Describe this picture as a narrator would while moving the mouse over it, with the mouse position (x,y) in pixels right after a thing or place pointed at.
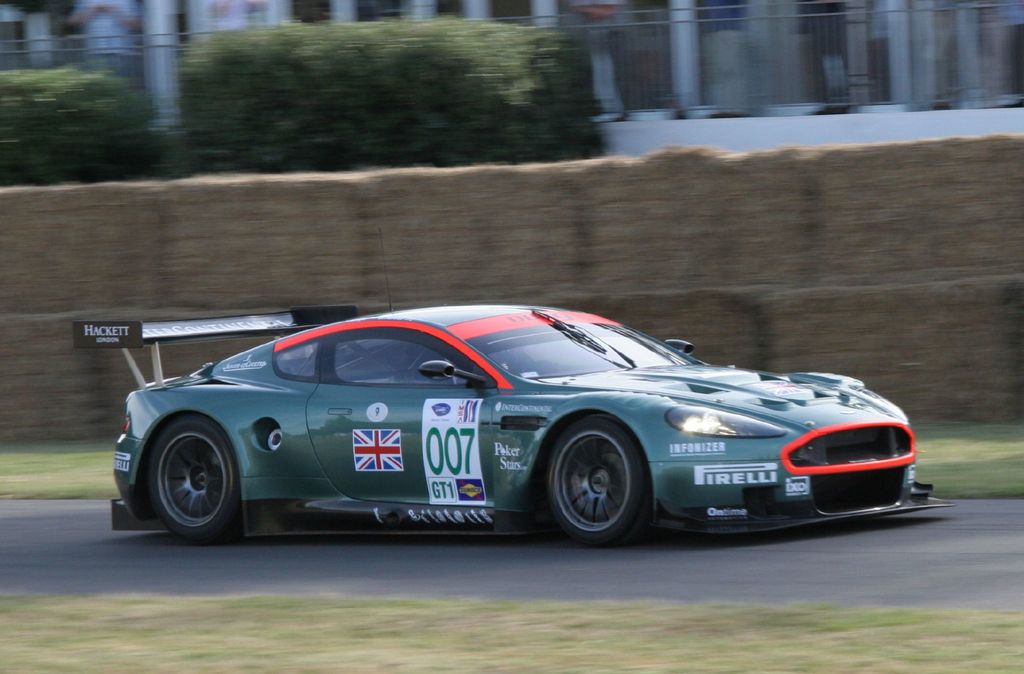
In the foreground of this image (505,381), there is a sports car (467,487) moving on the road (490,577). In the background (368,190), there is a tiny wall (371,192), planter (332,114), railing (771,66) and few pillars (899,42).
